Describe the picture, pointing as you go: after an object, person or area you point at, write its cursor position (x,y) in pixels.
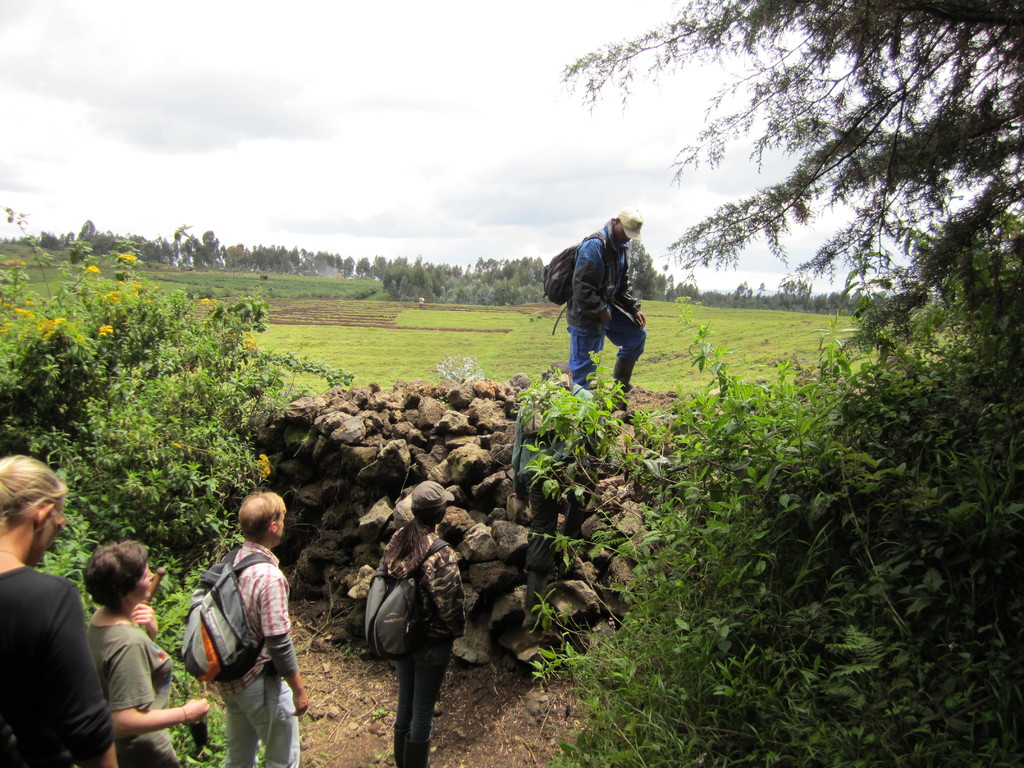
The picture is taken in a field (513,338). In the foreground of the picture (801,539) there are trees (156,385), stones (411,479), people (270,571) and sand (473,670). In the center of the picture (460,327) there are fields (451,325) and trees (442,289). Sky (405,181) is cloudy.
